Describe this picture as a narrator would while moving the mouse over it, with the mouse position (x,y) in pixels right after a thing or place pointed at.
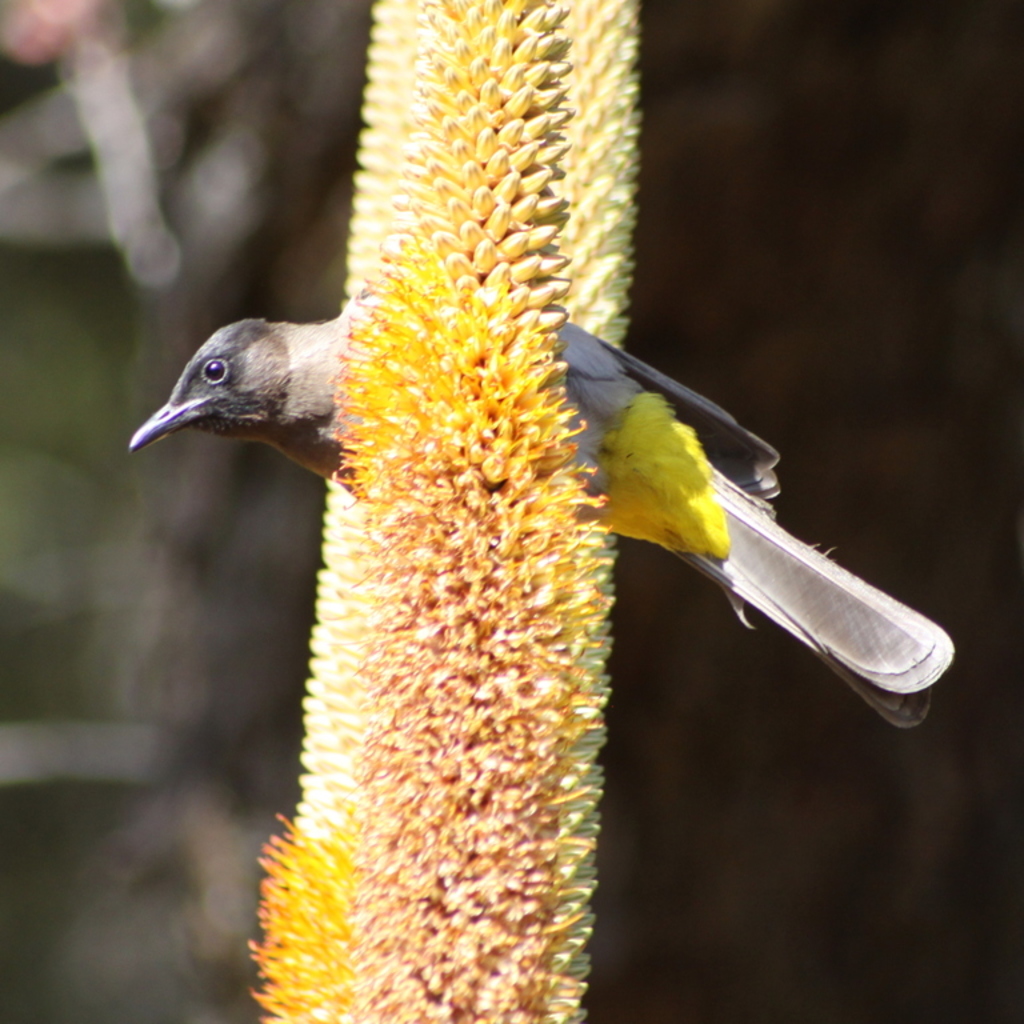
In this image I can see the bird (695,470) on the yellow and cream color plant (445,433). The bird (340,463) is in black and yellow color. Background (15,328) is blurred.
